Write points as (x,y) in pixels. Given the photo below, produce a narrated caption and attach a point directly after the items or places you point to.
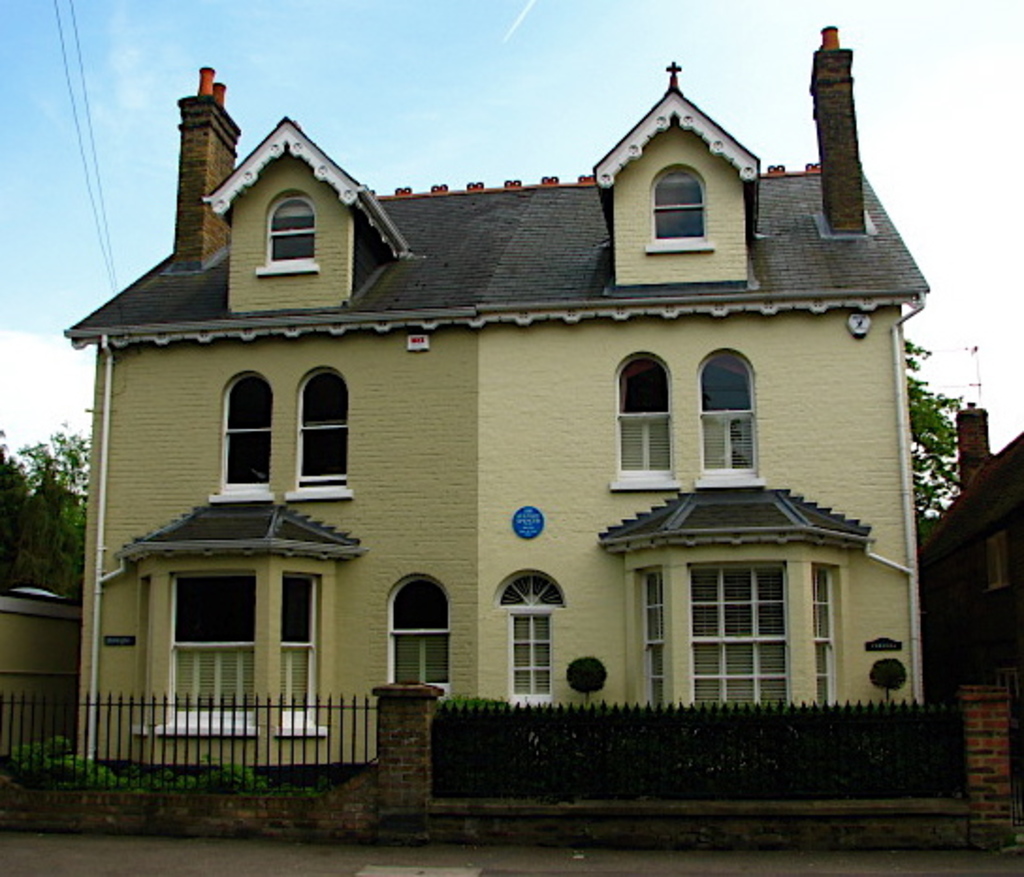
In this picture we can see a building (303,684) and some fencing (950,741) from left to right. There are few trees (37,562) in the background (19,557). We can see some wires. Sky (302,18) is blue in color and cloudy.
